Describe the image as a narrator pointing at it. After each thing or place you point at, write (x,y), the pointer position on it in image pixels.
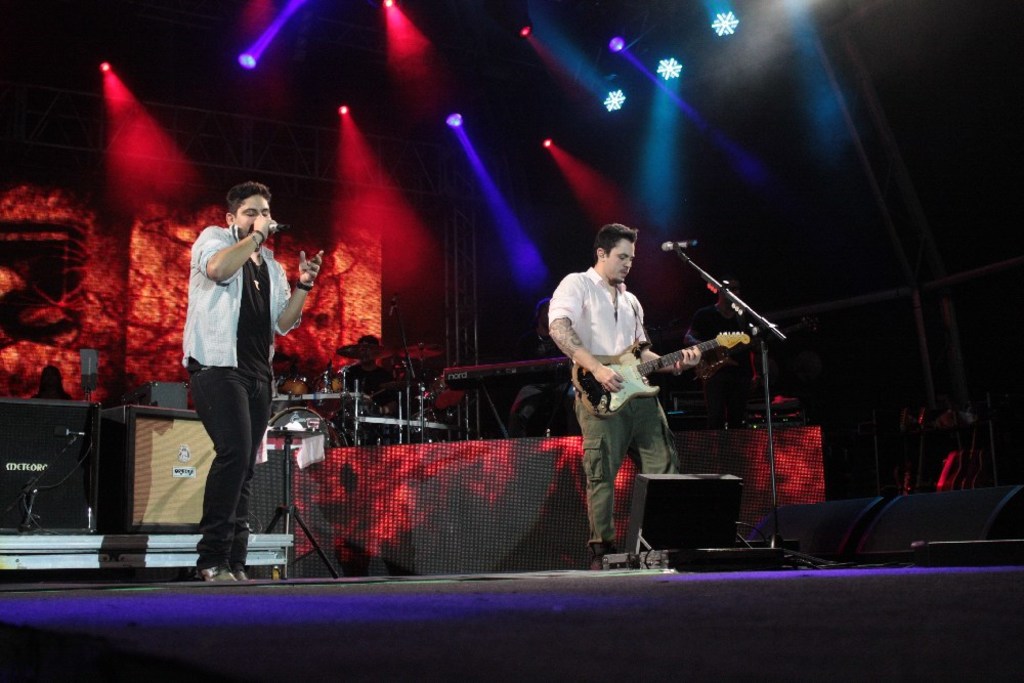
This image is clicked in a concert, there are two men (223,301) performing music. To the left (237,301), the man (236,363) wearing black t-shirt (266,293) is singing. To the right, the man (600,501) wearing white shirt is playing guitar (611,391). In the background (430,358), there is a band setup (368,400) and screens (326,306) along with speakers (86,474). At the top (632,84), there is roof (525,113) to which lights (658,123) are there. At the bottom (813,649), there is a dais (747,661).
